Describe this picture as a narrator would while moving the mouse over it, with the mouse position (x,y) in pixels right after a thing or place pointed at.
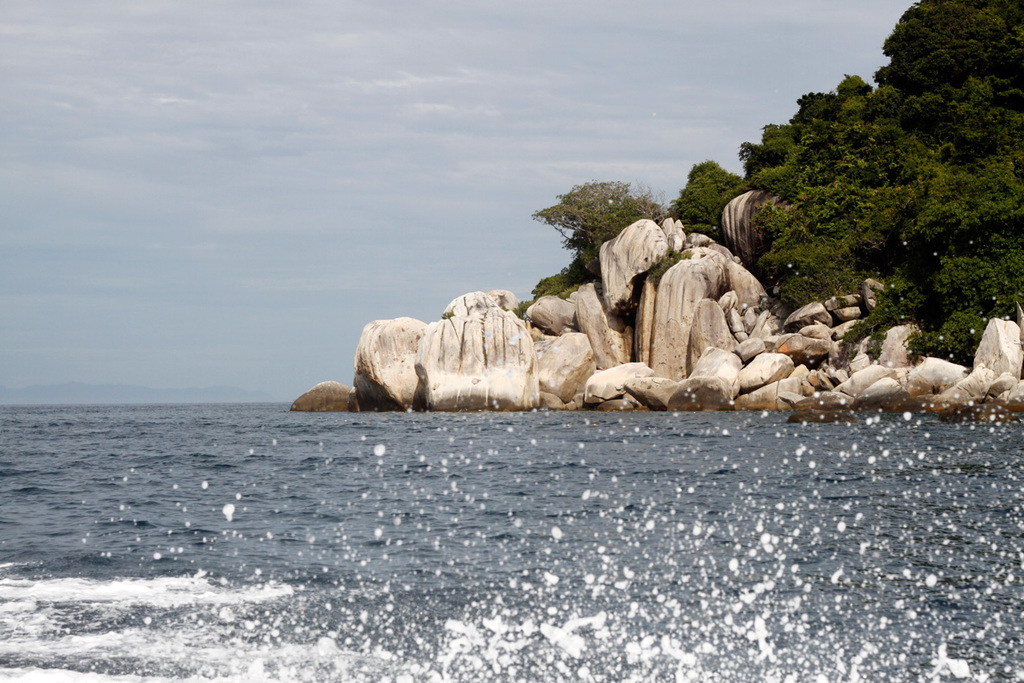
In this image there are many trees (912,222) and also rocks (616,366). At the top (324,120) there is a cloudy sky (360,157) and at the bottom (332,538) there is water (601,556).
